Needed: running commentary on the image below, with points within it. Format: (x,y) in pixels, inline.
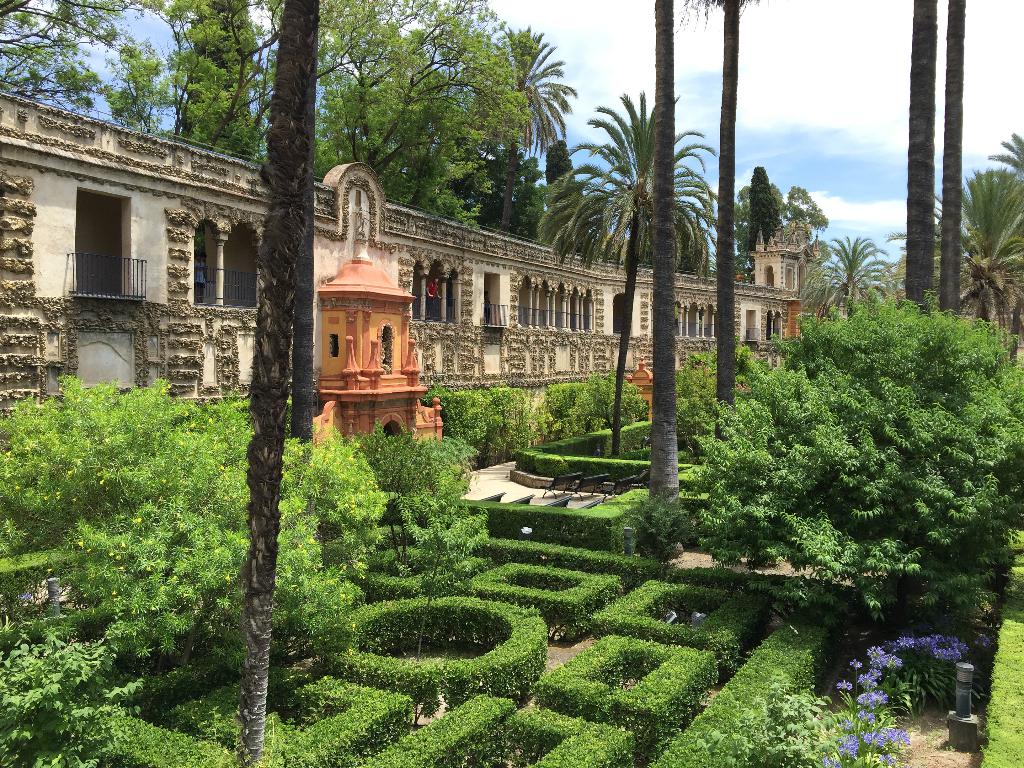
In this image there is a sky (853,103), there are trees (418,114), there is a building (510,314), there are persons (433,293) in the building (220,263), there are benches (561,489), there are flowers (885,656), there are plants (536,669).
